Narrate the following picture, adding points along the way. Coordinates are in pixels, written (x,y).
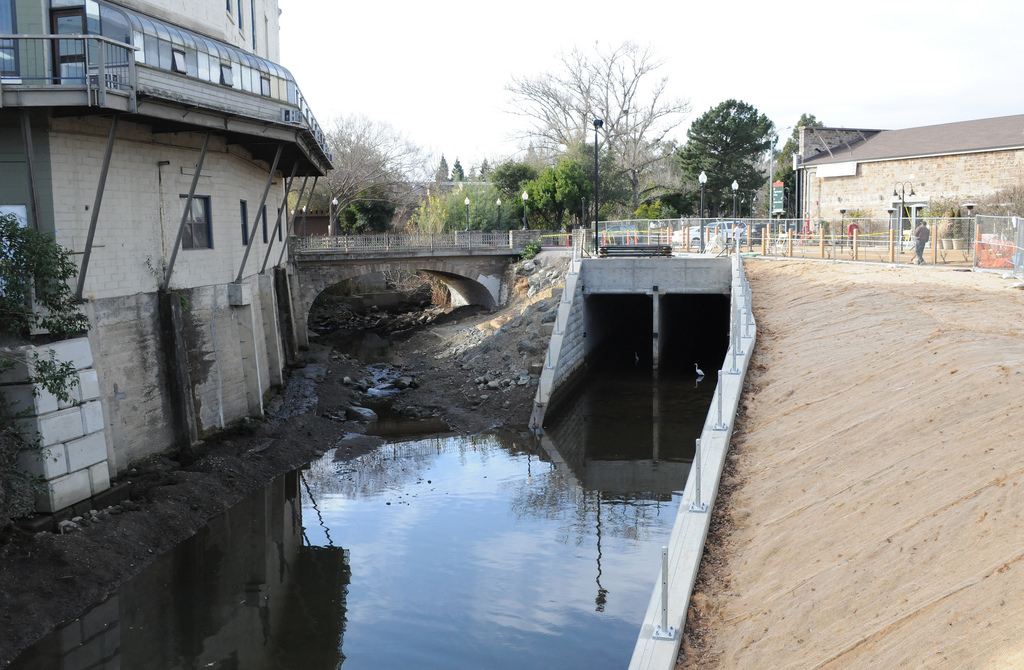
In this picture we can observe a house (128,227) and some plants (59,300) on the left side (109,344). There is a drainage (453,513) beside this house (114,345). We can observe a person (920,247) standing here. There is a white color fence (872,243). There are some trees (542,191) in the background (593,150). We can observe some poles (737,187) and a house (876,166) here. In the background (972,180) there is a wall (88,179).
